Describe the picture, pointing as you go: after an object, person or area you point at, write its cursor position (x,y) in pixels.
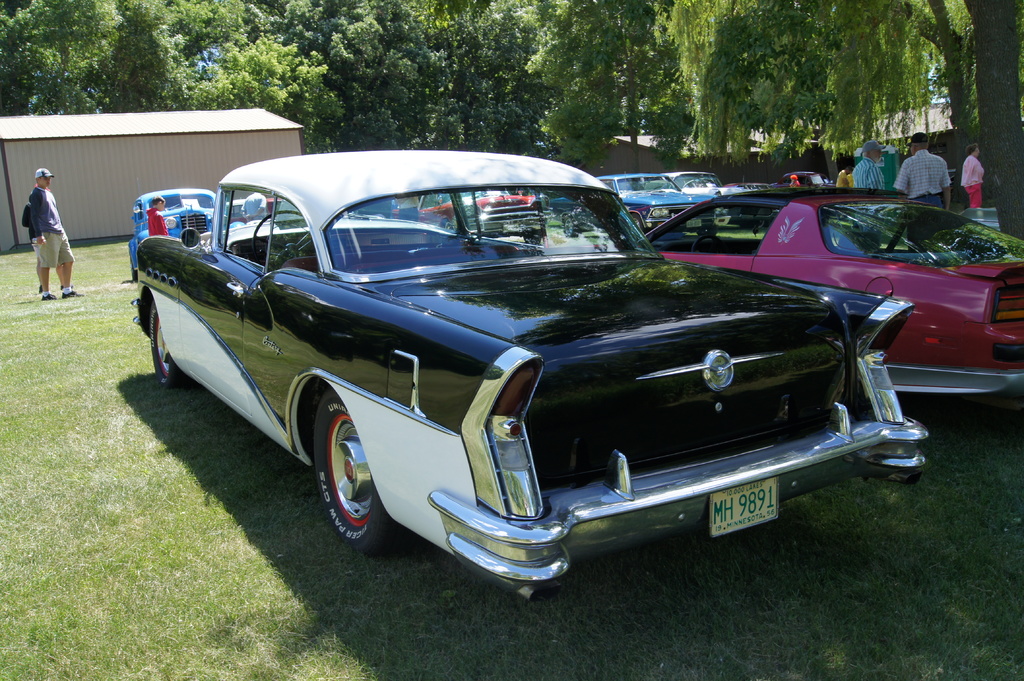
In the center of the image (344,443) there are cars (388,411) on the grass (146,598). In the background of the image (270,82) there are trees (239,76). There is a person (38,241) standing. There is a shed (75,122).
